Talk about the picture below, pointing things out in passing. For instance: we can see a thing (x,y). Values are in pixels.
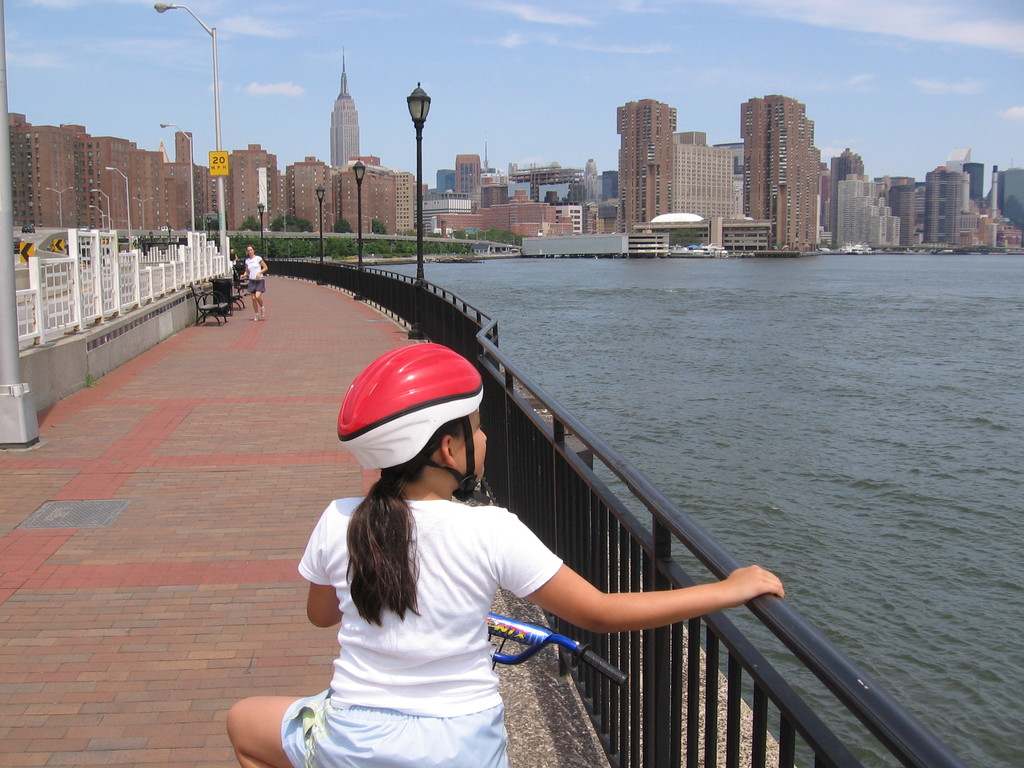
In this image there is a girl (395,536) sitting on the cycle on the walkway (195,424). Beside her there is water (781,408). In the background (61,141) there are tall buildings (769,115). On the walkway (219,370) there are street lights (163,11). At the top (468,62) there is sky (521,72). On the left side (258,281) there is another woman (256,295) who is running on the floor (213,381).
